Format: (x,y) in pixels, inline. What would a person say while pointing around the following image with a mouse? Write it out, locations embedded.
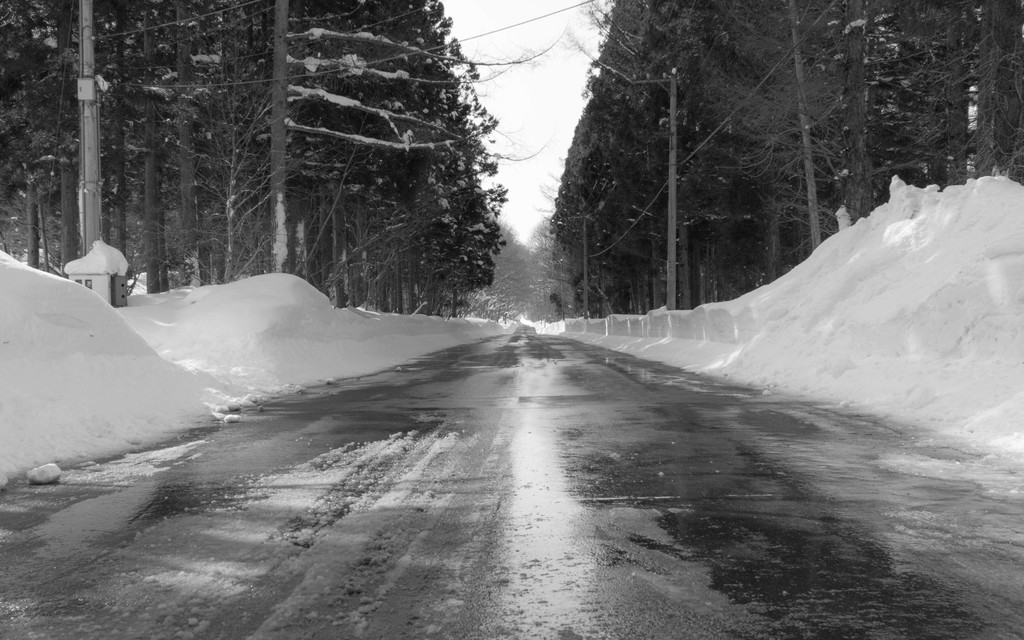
In this image we can see black and white picture of a group of trees (154,160), poles (83,252), pathway (749,410) and in the background (526,231) we can see the sky (536,109).
